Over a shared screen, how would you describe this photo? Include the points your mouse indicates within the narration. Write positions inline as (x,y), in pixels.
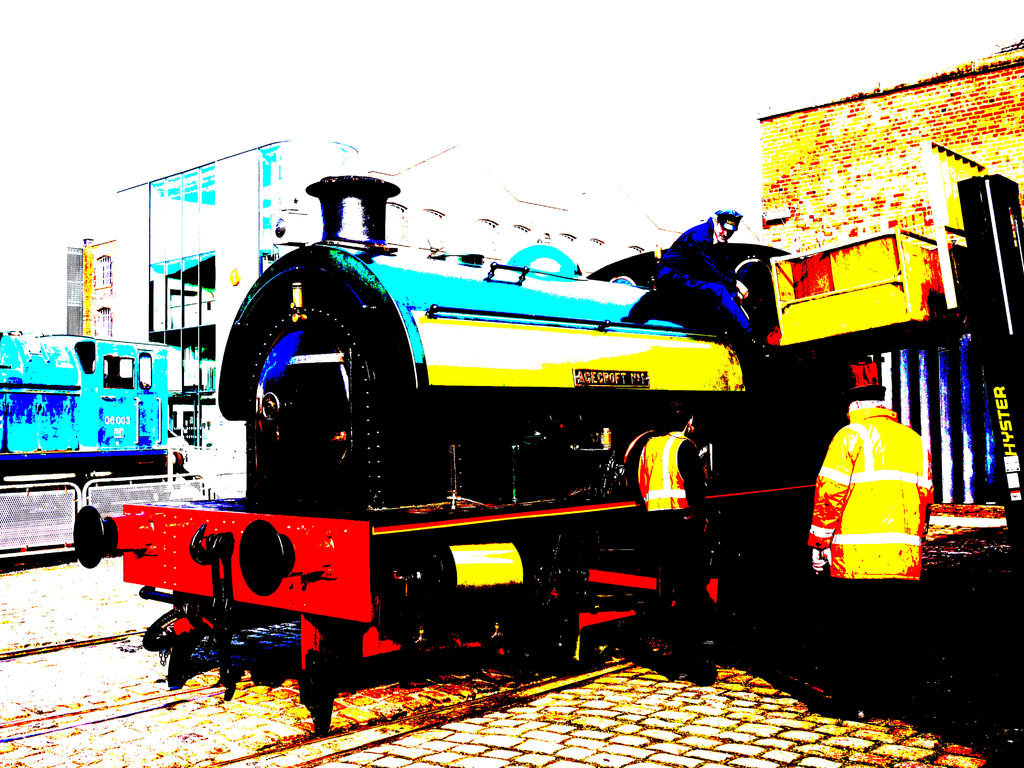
In this picture we can observe a train (457,640). There are two persons (843,519) standing beside the train (507,357). This is a painting. We can observe red, blue and yellow colors. In the background (264,146) there is a railway station (233,237). We can observe white color background (264,62).
